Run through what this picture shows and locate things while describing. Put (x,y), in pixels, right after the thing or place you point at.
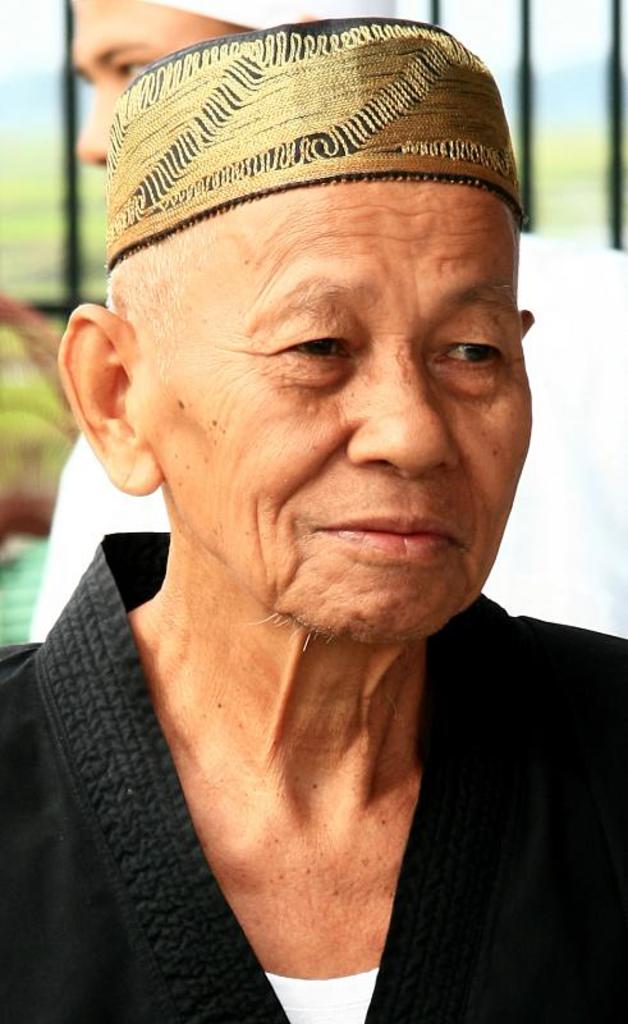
In this image we can see a man (251,805) wearing black dress (101,843). In the background (578,426) there is another man (116,507) wearing a cap (353,11).
